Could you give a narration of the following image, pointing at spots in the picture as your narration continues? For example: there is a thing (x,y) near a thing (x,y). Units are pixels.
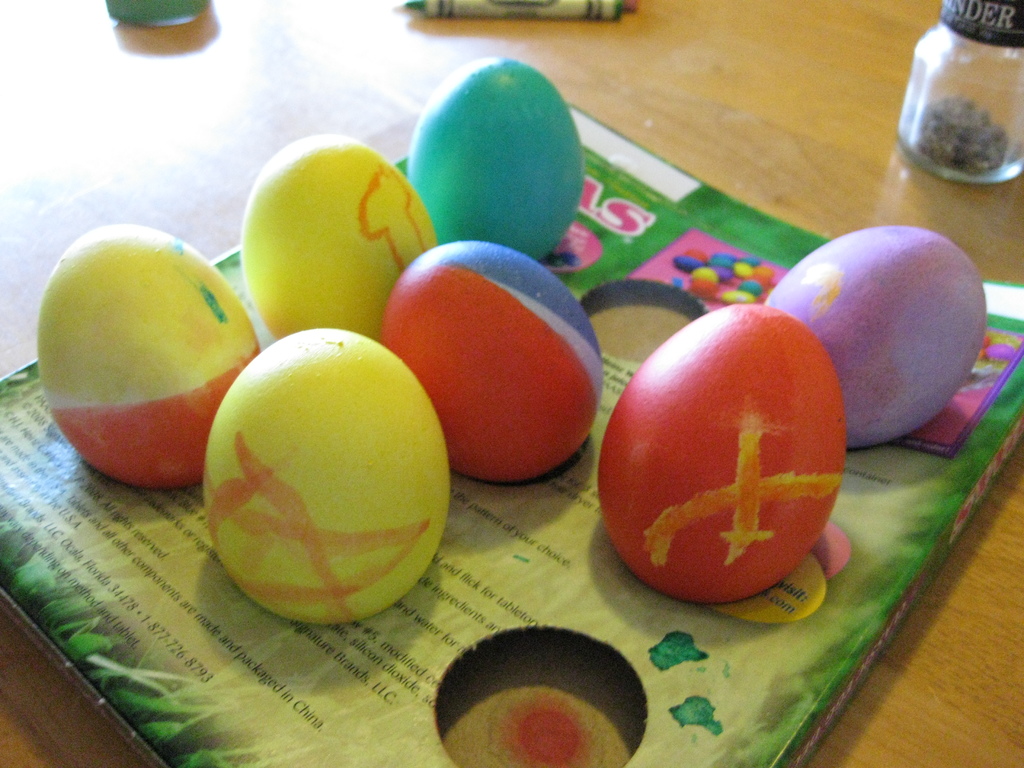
There are seven easter eggs (505,300) placed on the cardboard box (578,581). This is a jar (968,90), easter eggs (907,277) and a crayon (410,8) are placed on the wooden table (747,186).
